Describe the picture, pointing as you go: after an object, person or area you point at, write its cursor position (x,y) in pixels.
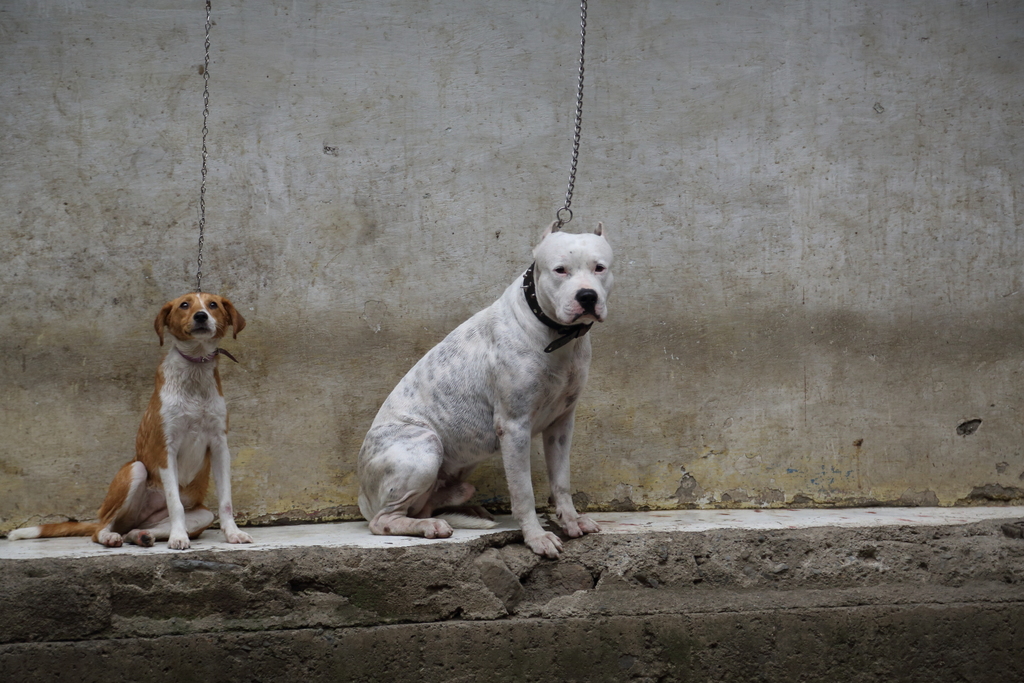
In this picture we can see two dogs (222,458) sitting on a platform (876,544), chains (577,130) and in the background (414,312) we can see wall (622,193).
